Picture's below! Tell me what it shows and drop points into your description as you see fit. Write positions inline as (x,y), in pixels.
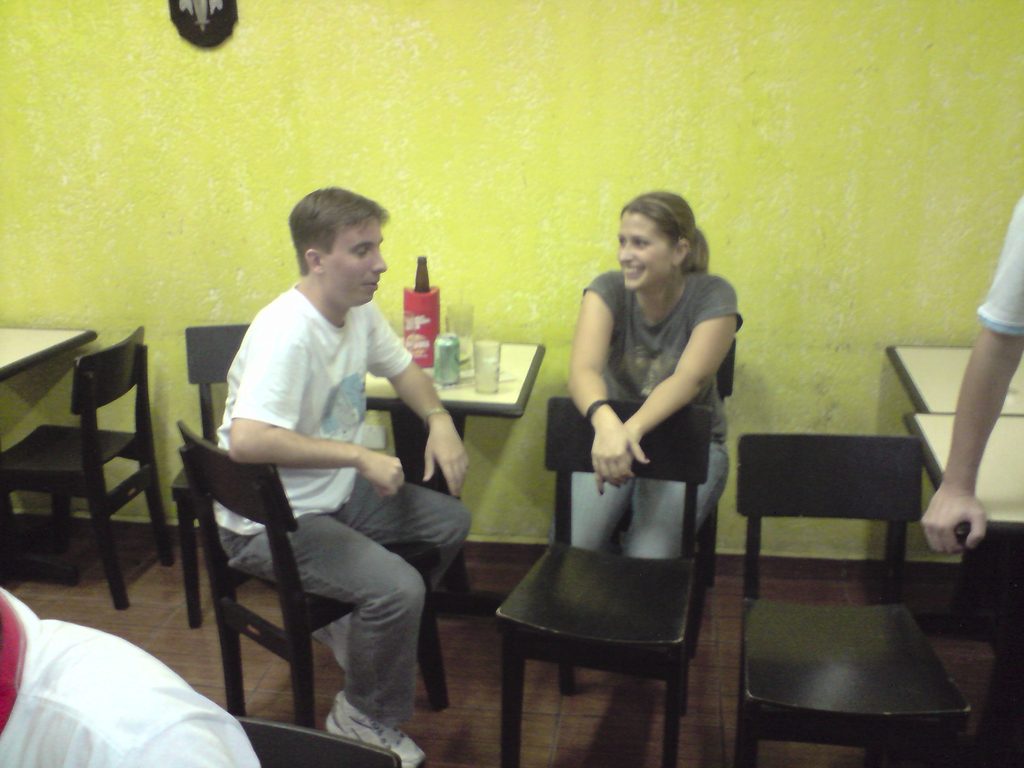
In this picture we can see woman (595,334) and man (334,425) sitting on chair (656,436) and talking to each other and in front of them there is table (471,396) and on table (524,373) we can see bottle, glass (493,392), tin (447,348) and beside to them one person (71,636) is sitting and other (1006,241) is standing and in background (466,122) we can see wall (727,145).
